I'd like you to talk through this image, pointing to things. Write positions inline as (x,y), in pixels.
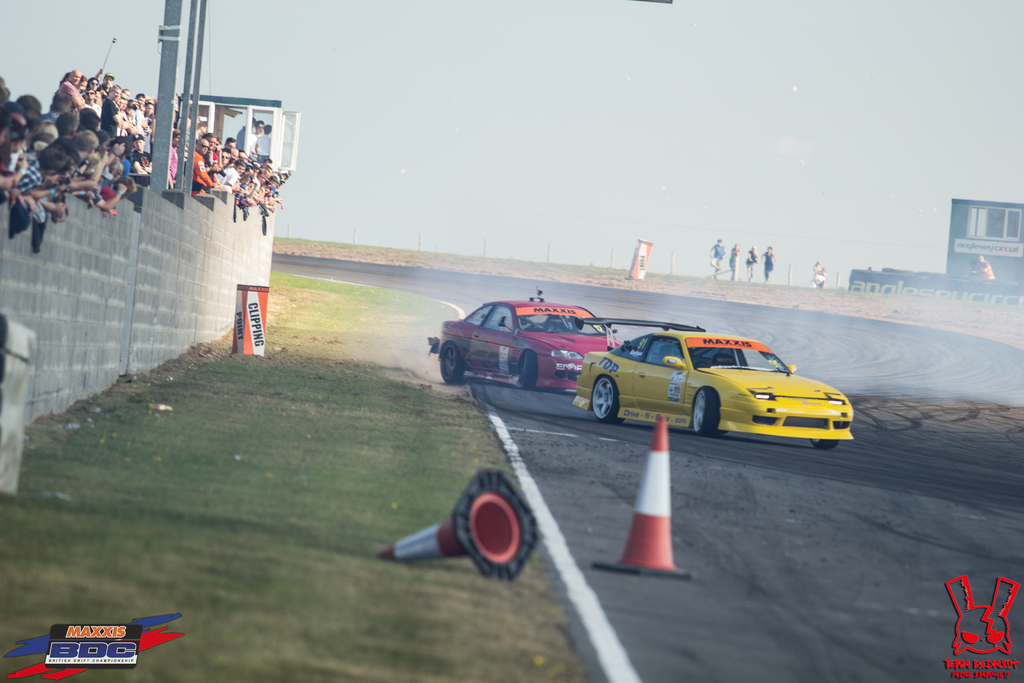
This image is taken outdoors. At the top of the image (698,106) there is the sky (794,114). At the bottom of the image (415,581) there is a ground (279,465) with grass (331,497) on it and there is a road (755,533). On the left side of the image (129,210) there is a wall (180,272) and there are two poles (157,111). Many people (173,145) are standing and a few (248,194) are sitting on the wall (75,301). In the background (980,257) there is a cabin (954,236) and a few people (715,249) are walking on the ground (667,278). In the middle of the image (565,344) two cars (634,372) are moving on the road (577,531) and there are two safety cones (510,497).
